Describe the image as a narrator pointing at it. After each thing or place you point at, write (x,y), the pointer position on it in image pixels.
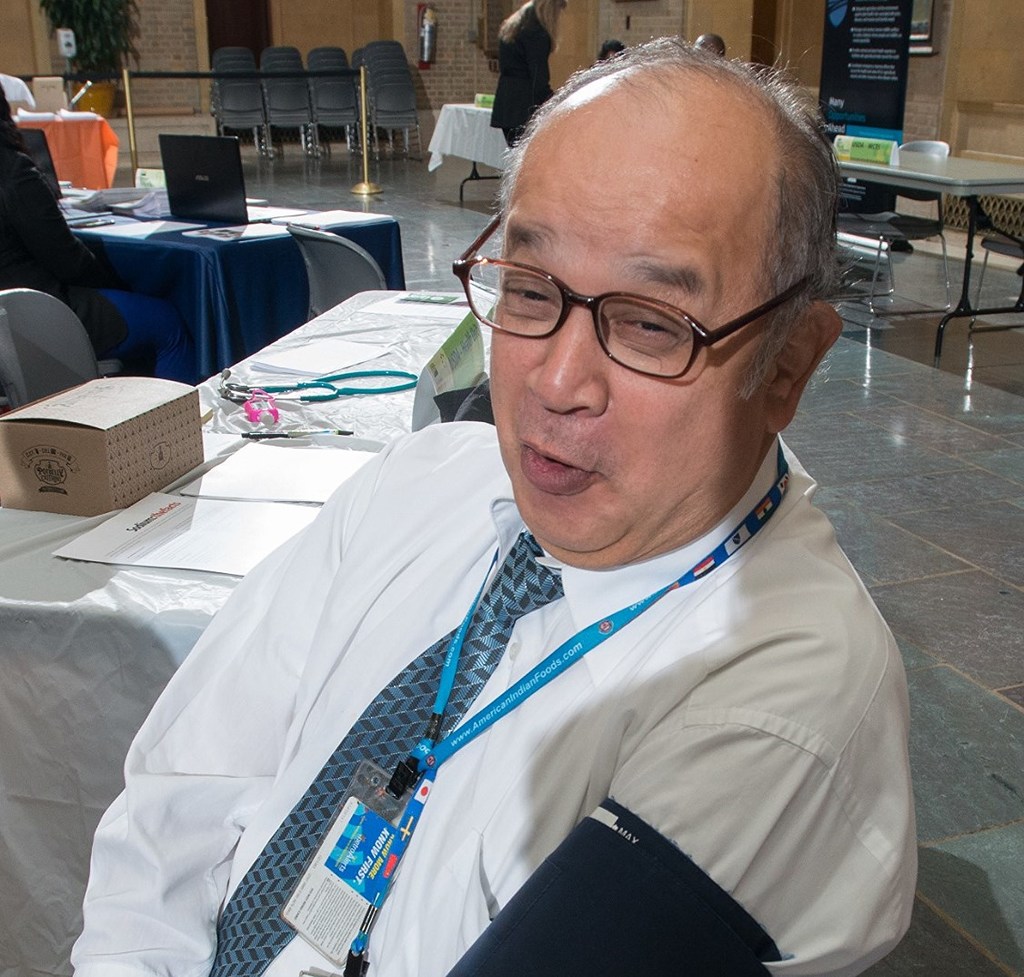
In the center of the image (543,355) we can see a man (556,580) wearing glasses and also the identity card (385,830). Behind the man (373,466) we can see a cardboard box (162,421), papers (242,454), pen (275,436) and also some other objects (405,297) on the table (377,320) which is covered with the cover (83,680). Image also consists of papers (120,202), laptop (213,179), chairs (244,95), plant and also tables (260,285) which are covered with the clothes (81,157). We can also see the floor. There is a banner (870,116) with text (857,116). We can also see the wall (445,8), door (256,61) and also the fence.
